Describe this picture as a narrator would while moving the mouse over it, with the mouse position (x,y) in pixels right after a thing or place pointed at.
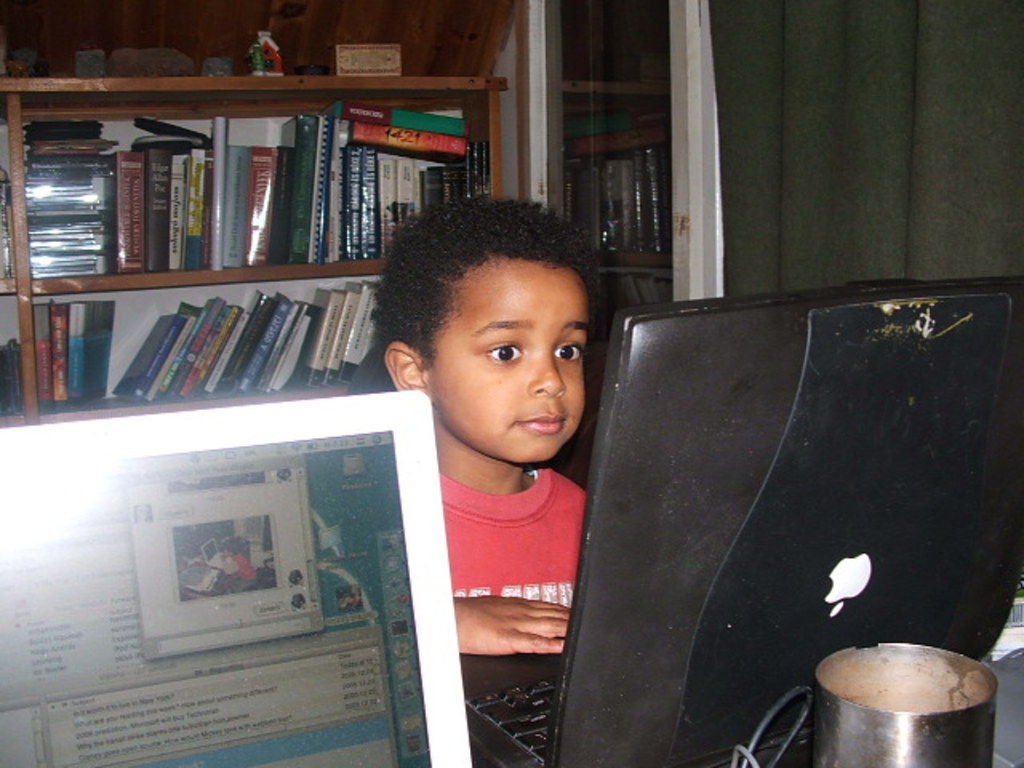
In this image in the front (423,552) there is a monitor (268,610) and there is a laptop (694,620). In the center (499,442) there is a kid (520,430). In the background (303,253) there is a cup board (14,146) with books (261,242) in the cupboard (343,275). On the right side (894,154) there is a curtain (875,166) which is green in colour.
